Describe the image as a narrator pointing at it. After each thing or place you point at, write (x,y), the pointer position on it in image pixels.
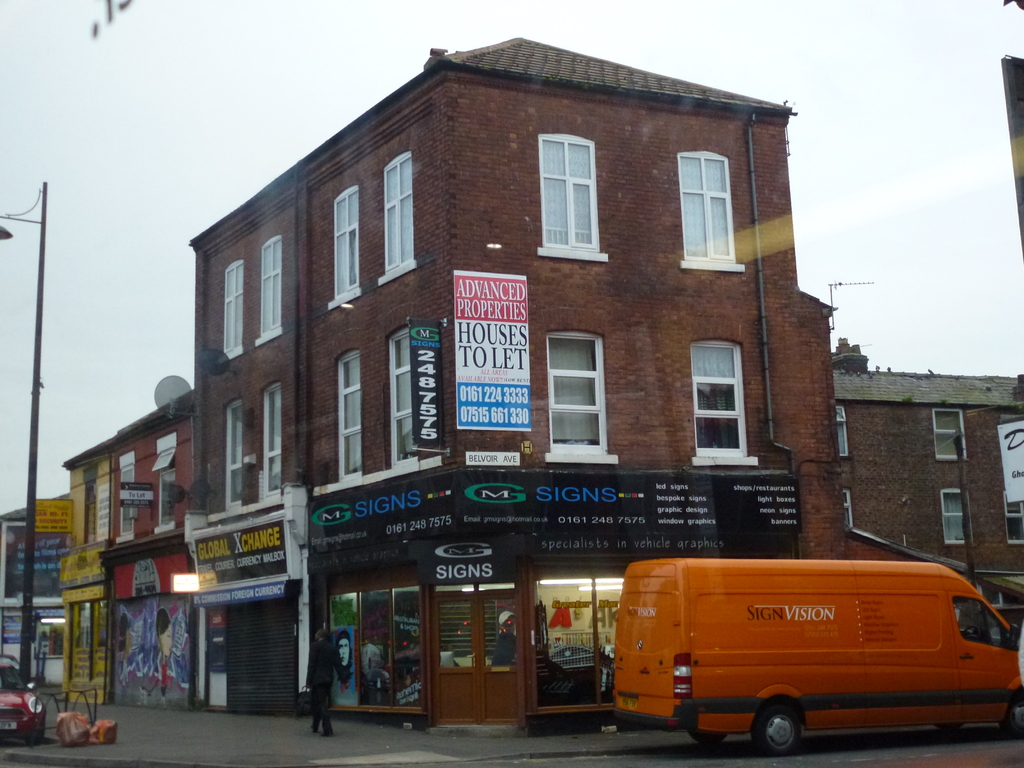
This image consists of a building (572,518) in brown color. At the bottom (731,716), there is a van (771,657) in orange color on the road (614,755). To the left (10,698), there is a car (32,738) in red color. At the top (61,61), there is a sky (89,87).
